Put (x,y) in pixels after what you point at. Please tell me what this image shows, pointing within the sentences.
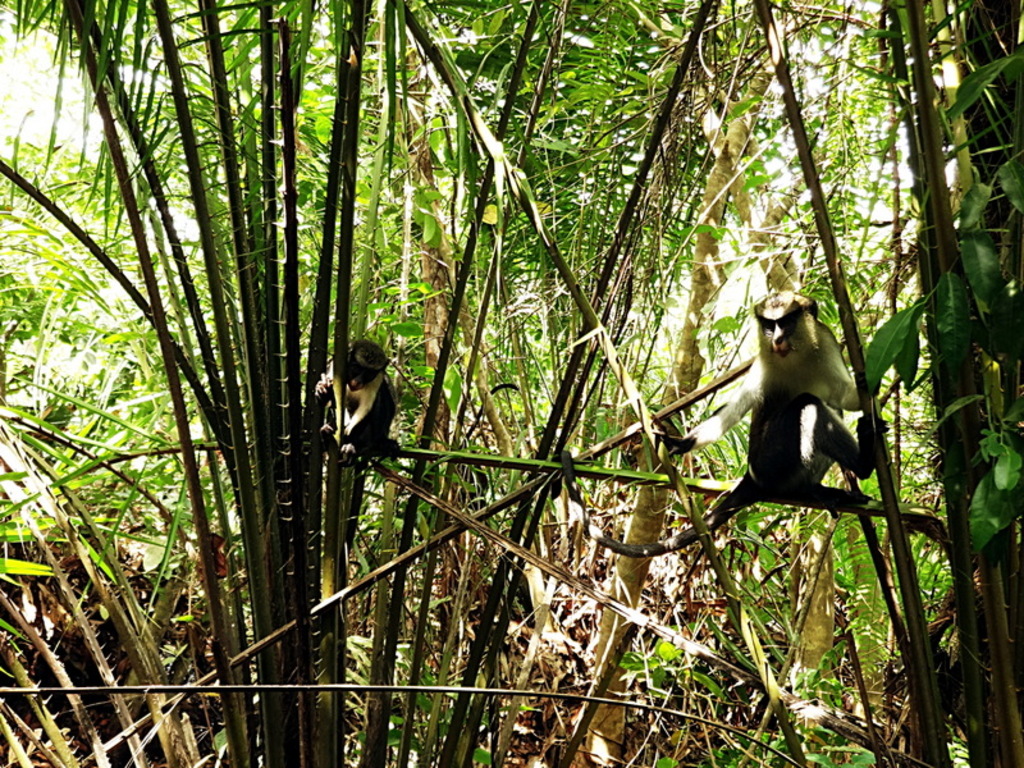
In this image I can see number of trees (617,440) and here I can see two monkeys (795,492).
